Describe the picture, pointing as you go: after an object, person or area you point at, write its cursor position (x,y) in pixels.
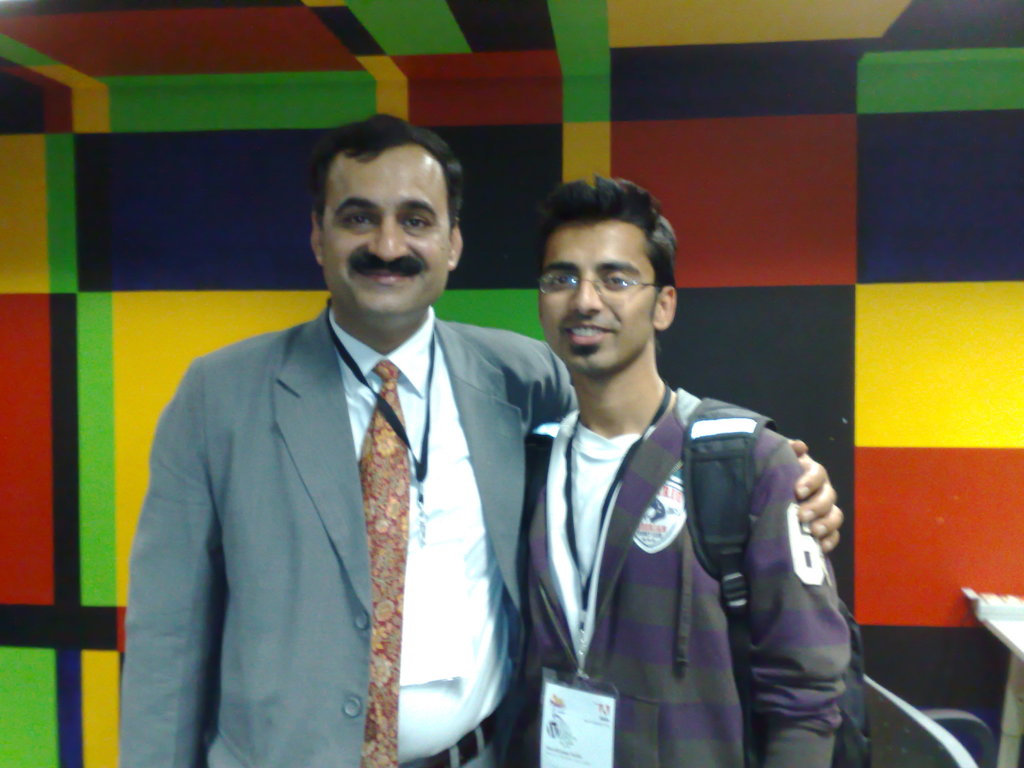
In this picture we can see a person (545,531) wearing a spectacle (551,286), Identity card (611,742) and a bag (844,760) on the right side (726,494). This person (584,534) is standing and smiling. We can see a man (280,412) wearing a suit (320,439), tie (401,434) and a strap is holding a person (525,709). We can see a colorful wall (68,428) in the background (99,407).
